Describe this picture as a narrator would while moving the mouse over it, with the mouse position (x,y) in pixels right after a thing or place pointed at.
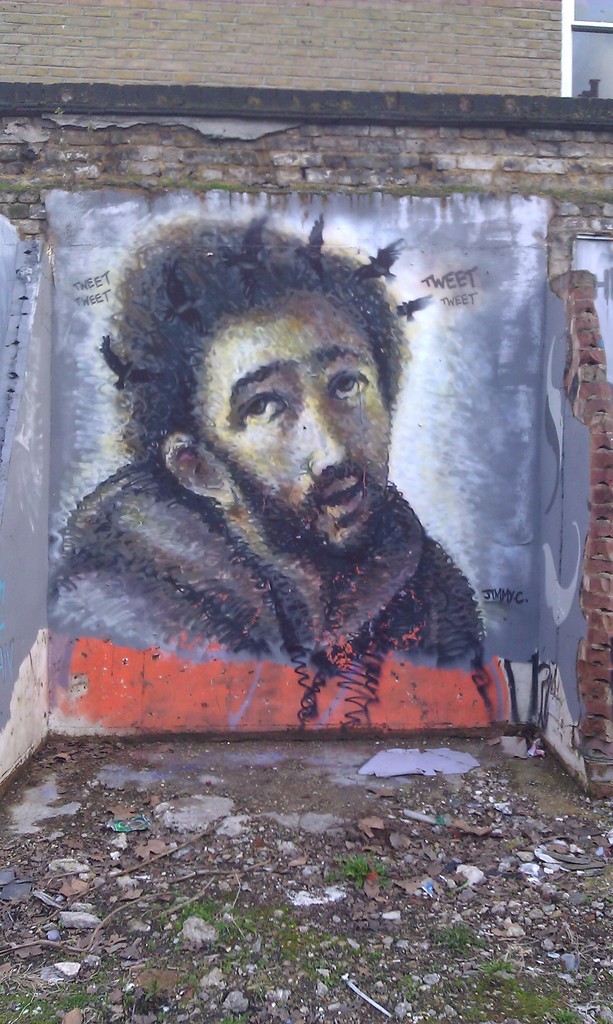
In this image we can see a person's painting (340,456) on a wall (474,228), also we can see a window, some stone (238,997), grass (525,992), and other objects (312,861) on the surface (383,822).
